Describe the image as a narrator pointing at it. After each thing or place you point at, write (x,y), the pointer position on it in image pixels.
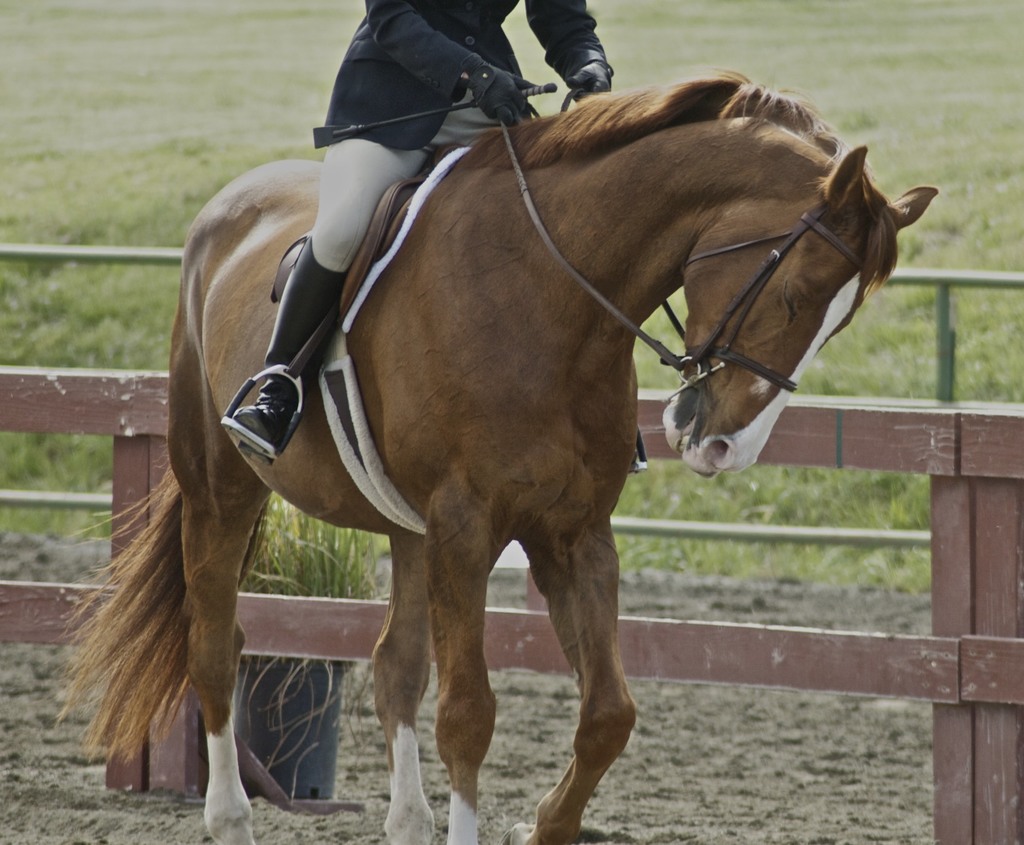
In this image, we can see a person (351,123) is sitting on the horse (517,338). At the bottom (374,725), there is a ground (327,826). Background (294,720) there is a plant (321,556) with pot (302,706), wooden fencing (314,615), rods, grass (17,336) we can see.
